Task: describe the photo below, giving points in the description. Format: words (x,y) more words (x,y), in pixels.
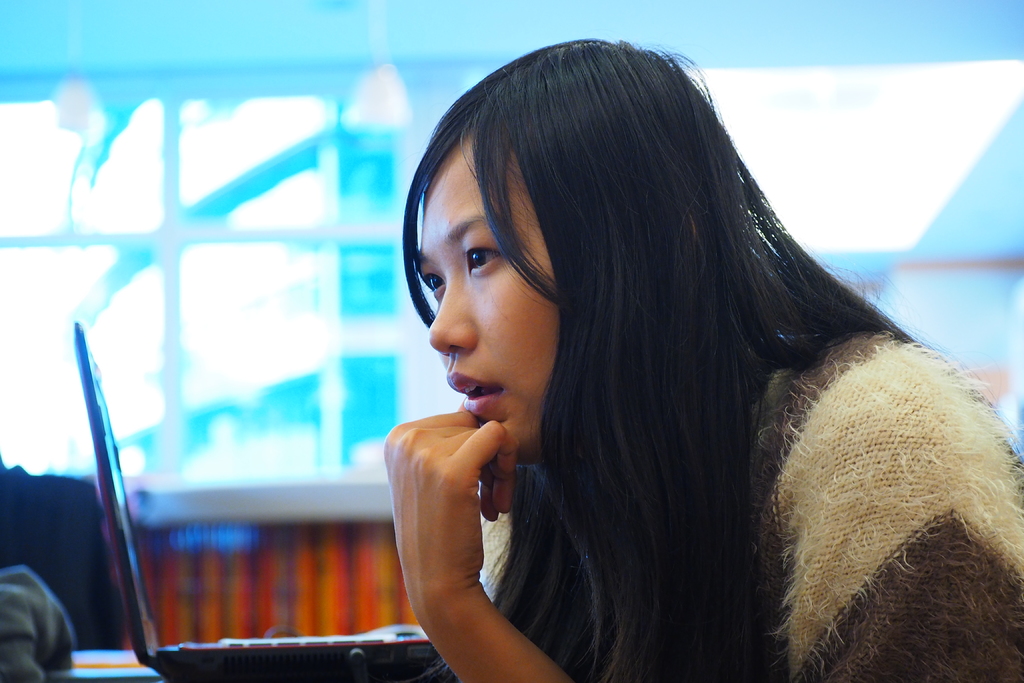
On the left side of the image (109,656) we can see a table (94,665) and there is a laptop (292,661) placed on the table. In the center (419,269) there is a lady (517,506) sitting. In the background (248,87) there is a wall (248,87).
